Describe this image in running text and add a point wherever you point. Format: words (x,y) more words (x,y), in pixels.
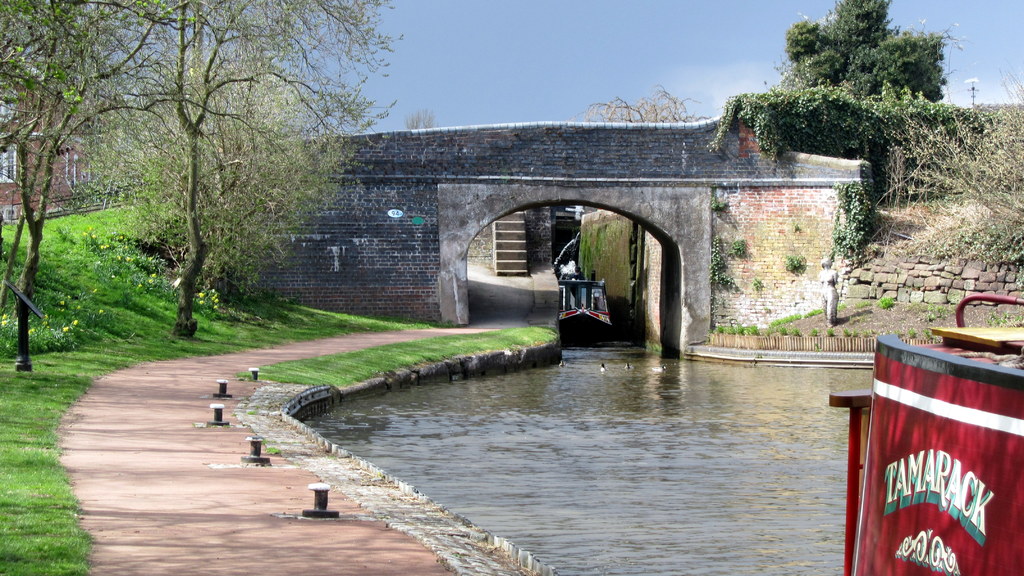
In this image we can see a boat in the water (557,384) under an arch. On the right side (845,236) we can see a statue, some plants (851,253), a wall of stones (881,281) and a fence (909,339). On the left side (240,388) we can see some grass (68,366), a pathway (155,402), a group of trees (193,235), a house (56,163) with roof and windows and the sky (482,105) which looks cloudy.
